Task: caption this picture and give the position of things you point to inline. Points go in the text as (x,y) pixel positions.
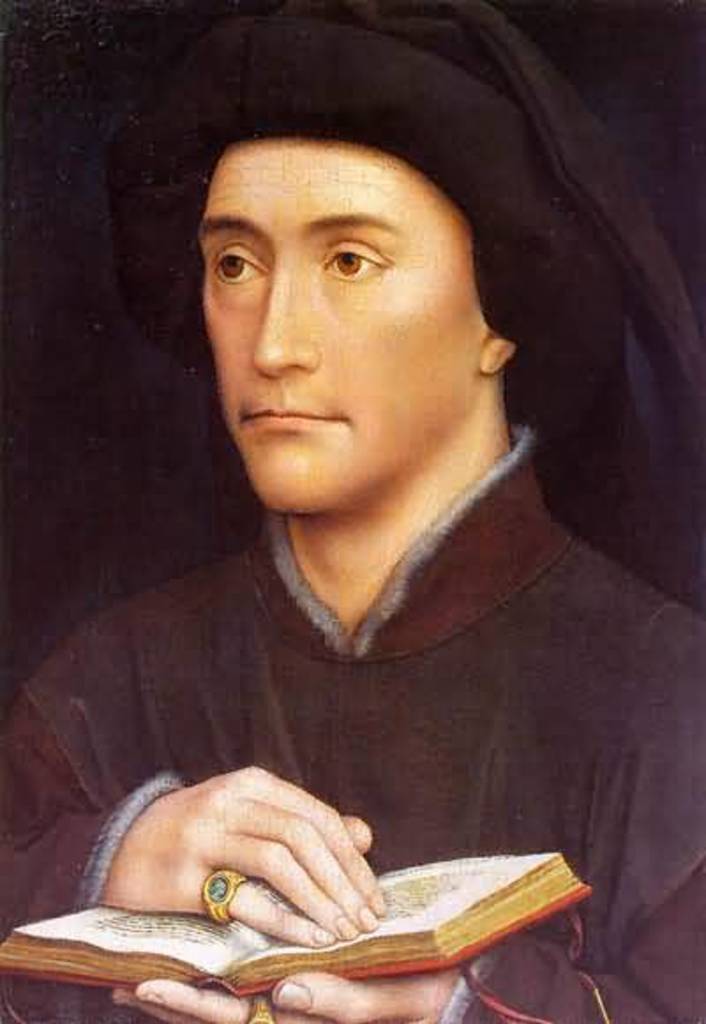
In this image there is a painting (361,636) of a person (404,499) holding the book (448,928).
